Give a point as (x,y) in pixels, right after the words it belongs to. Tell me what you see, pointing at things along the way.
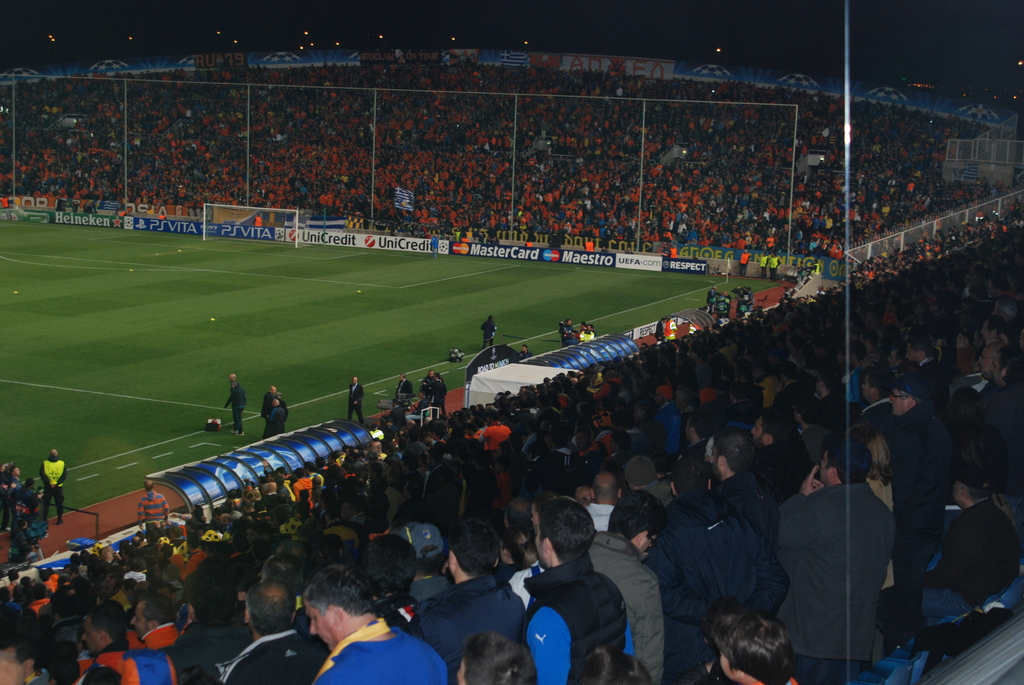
There are groups of people (656,184) standing and sitting. This looks like a football ground (181,308). I think this is a football goal post (295,209). These are the hoardings (266,231). I think this is a fence (625,176).
